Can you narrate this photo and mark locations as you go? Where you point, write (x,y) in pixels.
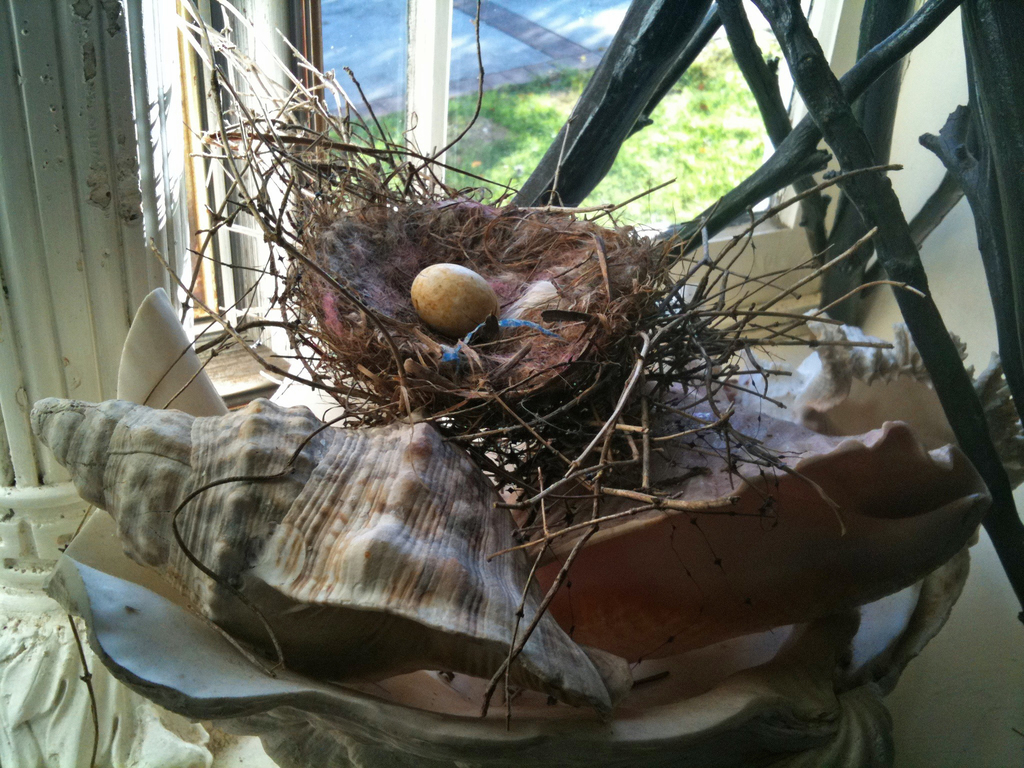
In this image I can see the shell (426,539). I can see an egg (436,295) in the nest (424,336). On the right side (920,308), I can see some sticks (837,268). In the background (657,108), I can see the grass (690,130) behind the window (441,84).
